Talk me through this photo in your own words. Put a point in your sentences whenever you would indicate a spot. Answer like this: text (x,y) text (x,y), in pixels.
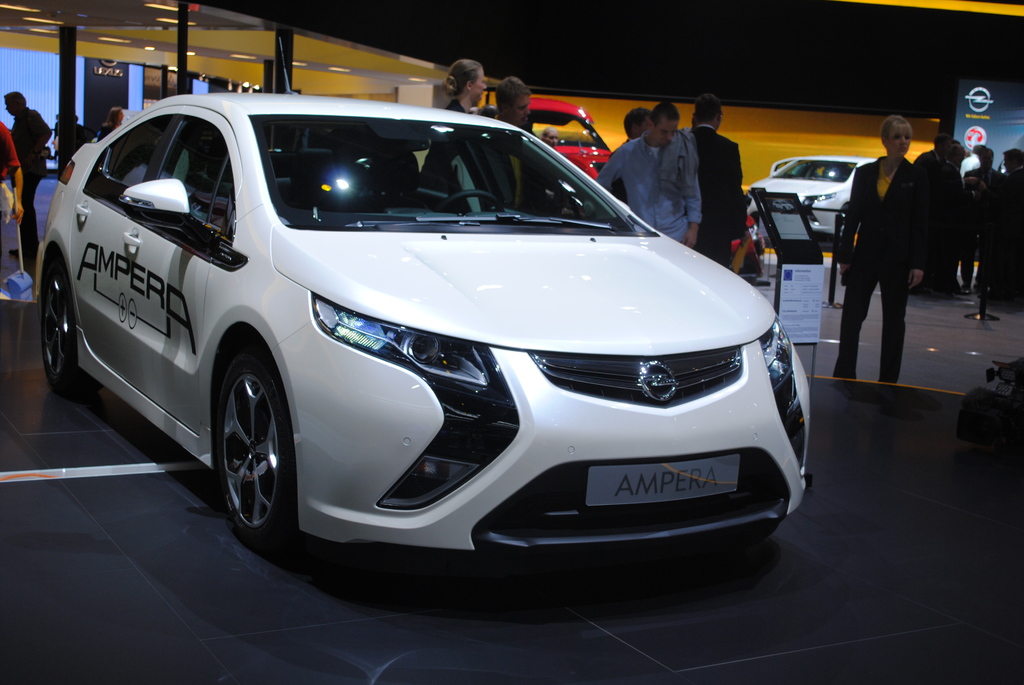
In the foreground of this image (325,417), there is a car (276,432). In the background (1009,196), there are persons (974,225) standing on the floor (119,440). We can also few cars (778,180), lights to the ceiling (346,63) and the wall (805,120). On the right top (1008,113), it seems like a screen (957,135).
